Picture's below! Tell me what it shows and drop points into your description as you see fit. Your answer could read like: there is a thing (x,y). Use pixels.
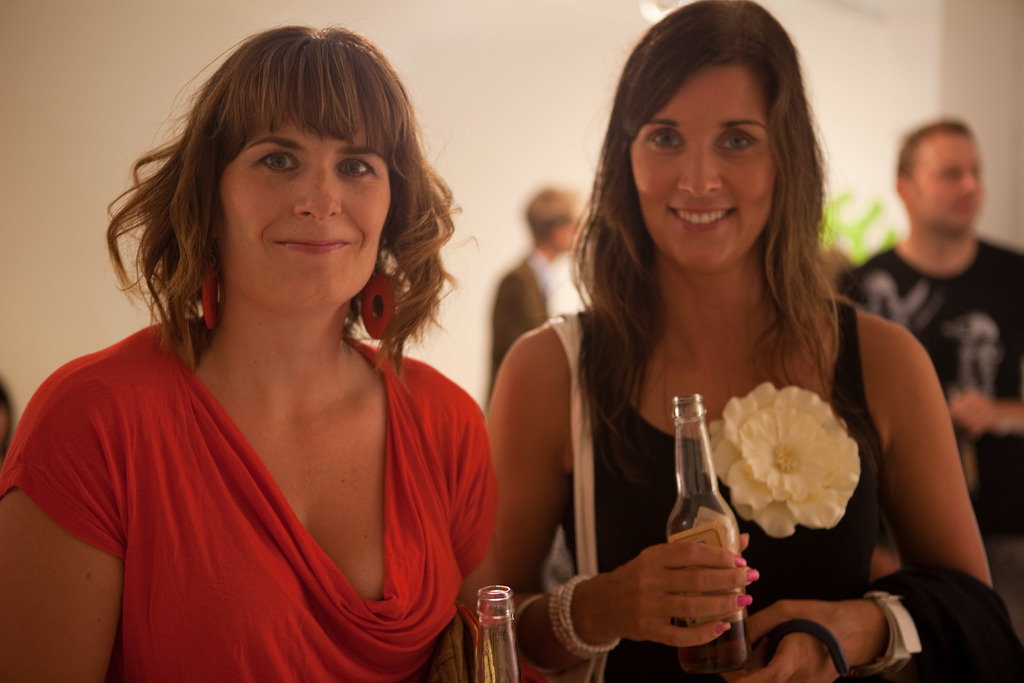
In the image there are two women (322,310) stood beside each other holding beer bottles (690,538) over the background (932,279) there are two men (930,292).
